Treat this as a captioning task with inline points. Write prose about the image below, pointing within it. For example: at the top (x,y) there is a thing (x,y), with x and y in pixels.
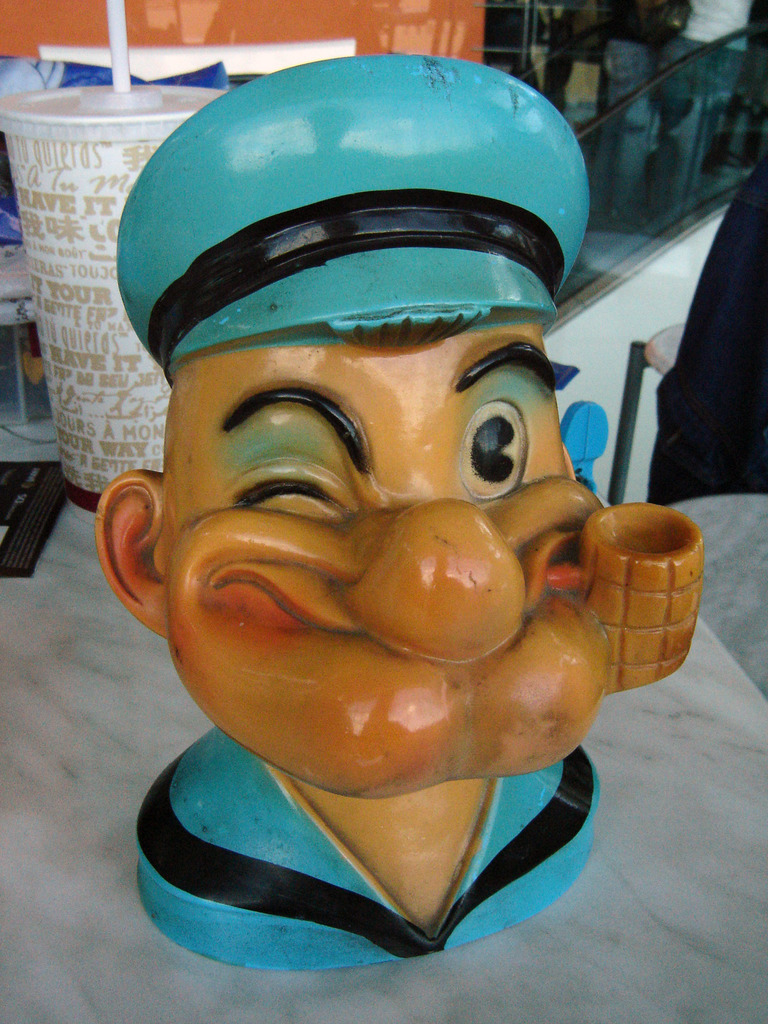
In the foreground of this picture (293,317) we can see the sculpture of a toy (371,693) is placed on the top of the table (702,791) and we can see the glass (49,274) and some other items (20,511) are placed on the top of the table (82,755). In the background (721,428) we can see there are some other objects (705,115) and group of persons (672,103) seems to be standing on the ground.
